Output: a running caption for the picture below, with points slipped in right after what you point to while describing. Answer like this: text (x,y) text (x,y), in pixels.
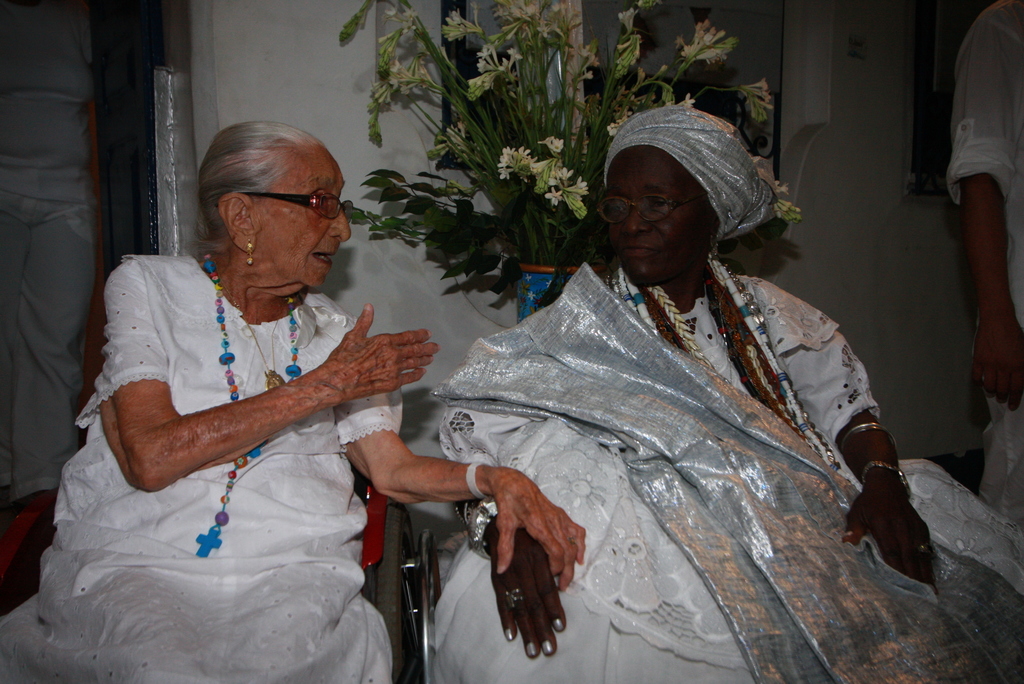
In the picture I can see two persons (563,349) sitting on the chairs (433,618) and they are having a conversation. There is a person (54,371) on the left side (58,284), though his face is not visible. I can see another person (974,81) on the right side (995,81). In the background (489,149), I can see a plant (503,136).
